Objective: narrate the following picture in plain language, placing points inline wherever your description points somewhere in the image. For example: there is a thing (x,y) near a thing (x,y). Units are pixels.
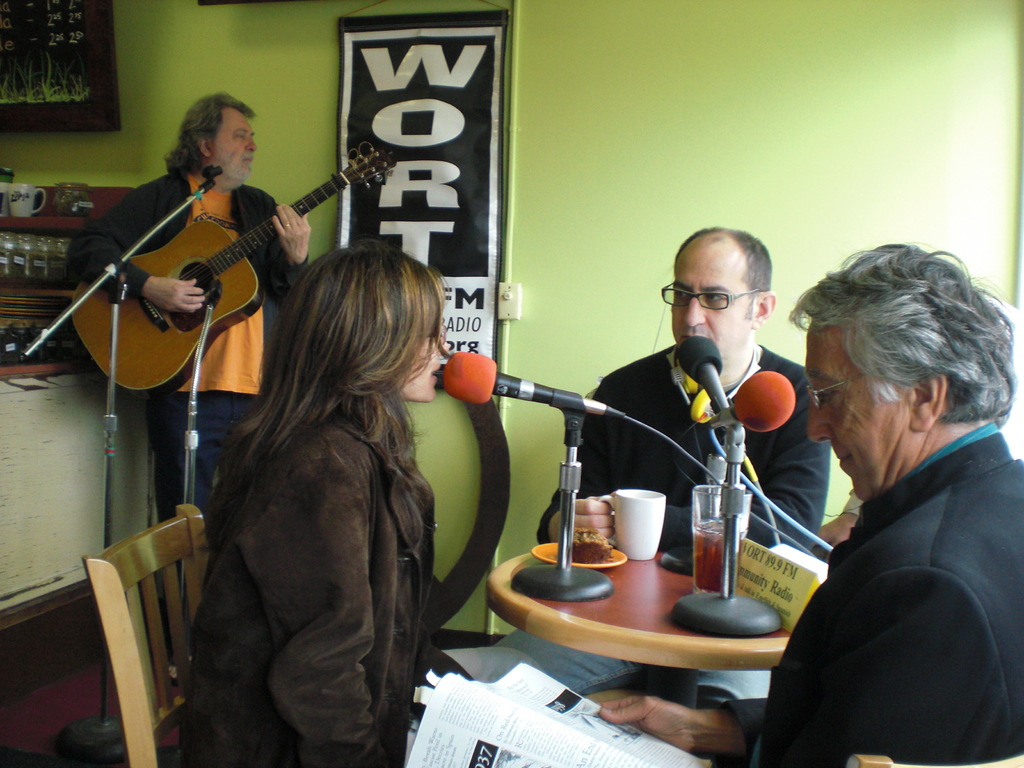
In this image we can see, all are performing different activities and a person (823,660) on the bottom right hand corner (835,650) is reading.
